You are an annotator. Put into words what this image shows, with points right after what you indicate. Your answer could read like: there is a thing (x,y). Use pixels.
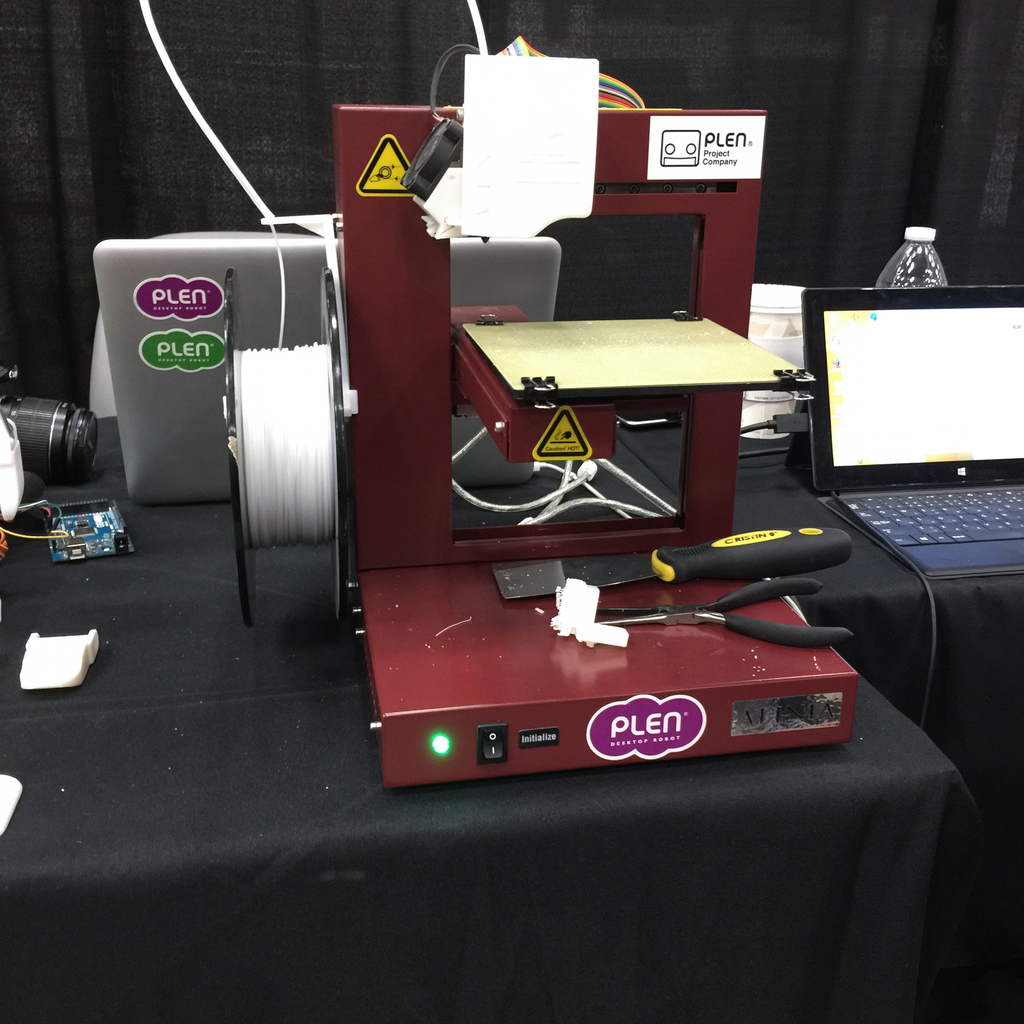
This image consists of a machine (610,593) it is in brown color. On which we can see a cutting plier (707,617). At the bottom (467,830), there is a black cloth (467,830) on the table (467,830). At the bottom (506,850), there is a black cloth (211,839) on the table (223,816). On the left (36,459), we can see a camera (57,452). On the right (1015,454), there is a laptop (918,482) and a bottle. In the background (952,121), there is a black cloth (223,119).
